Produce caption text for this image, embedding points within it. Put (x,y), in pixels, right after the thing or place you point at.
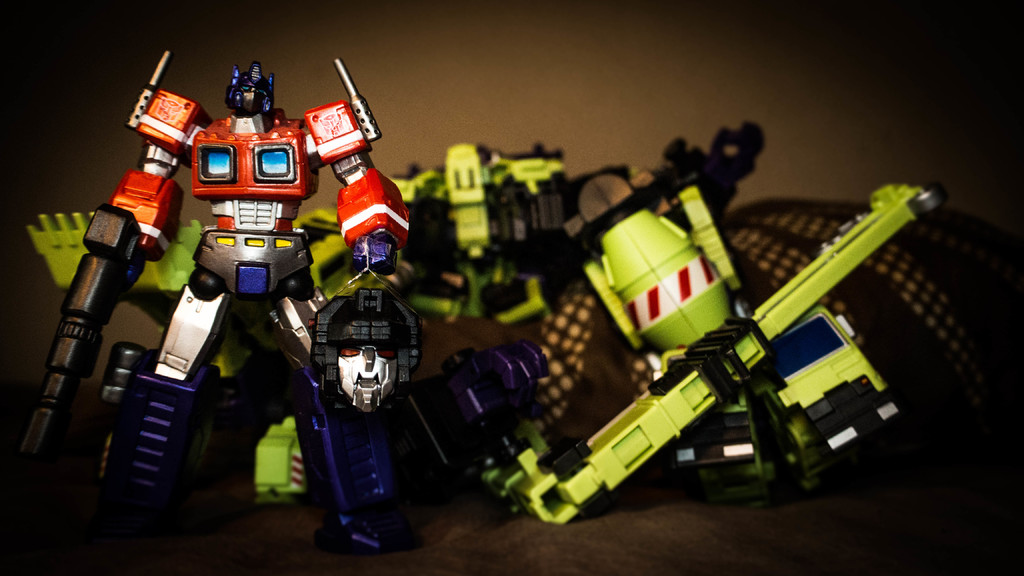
In the center of the image (529,266) toys (392,305) are present.
